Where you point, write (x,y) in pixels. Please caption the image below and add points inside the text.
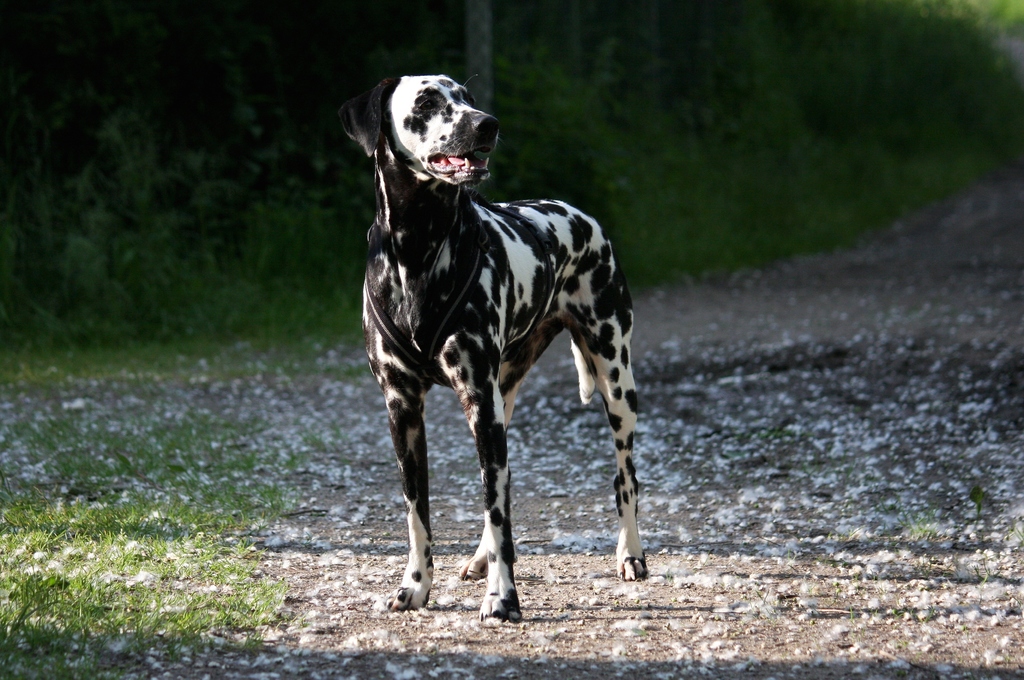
In this image, there is a dog (503,282) which is colored black and white. There is a grass (155,502) in the bottom left of the image (157,501). In the background (309,125), image is blurred.
